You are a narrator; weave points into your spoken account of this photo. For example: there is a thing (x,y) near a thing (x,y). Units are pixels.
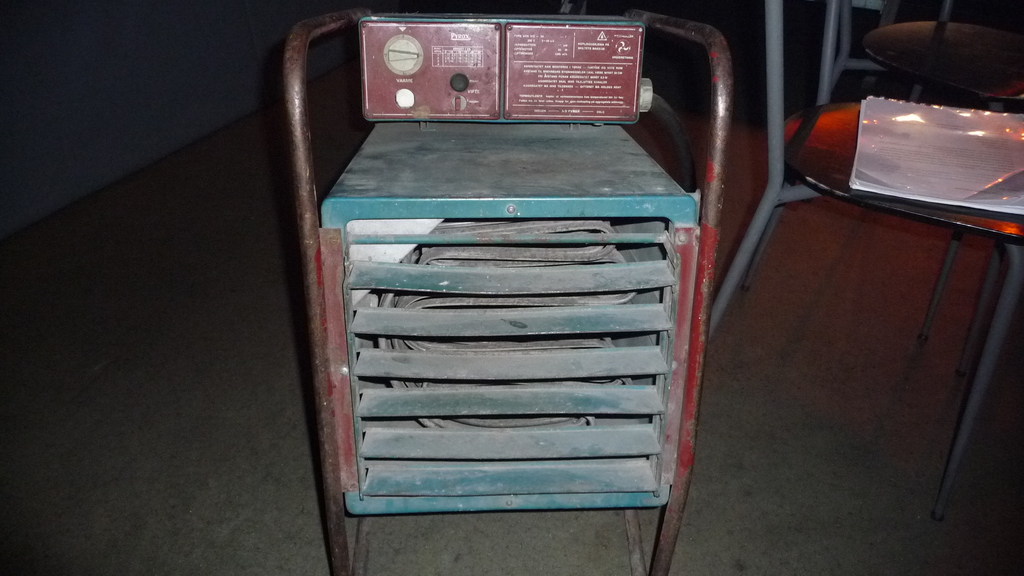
In this picture it looks like a metal stand (547,320) in the front (552,339), on the right side (998,56) there are chairs (837,75), we can see a file (949,164) placed on this chair (904,202), there is a dark background (176,129).
